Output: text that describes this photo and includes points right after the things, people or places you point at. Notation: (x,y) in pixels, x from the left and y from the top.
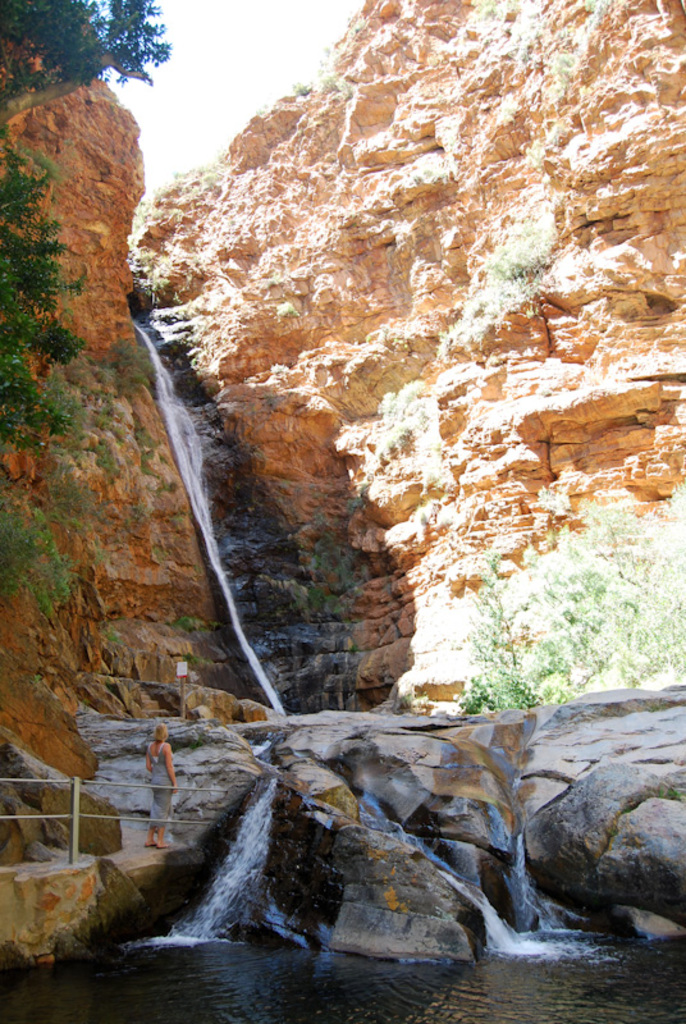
At the top (265,64) there is a sky (235,66). Here we can see mountains (467,302) with waterfalls (191,459). We can see a woman (155,808) is standing. This is a fence (40,817). Here we can see water (248,817).
